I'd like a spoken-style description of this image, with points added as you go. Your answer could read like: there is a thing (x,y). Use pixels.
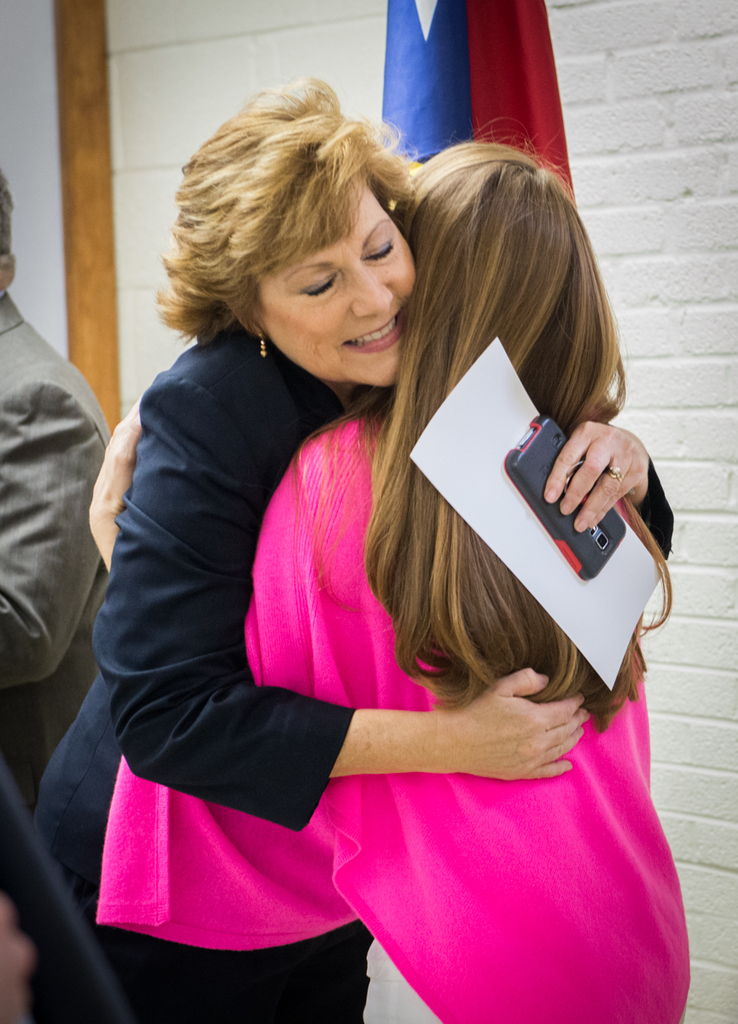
In the foreground of this picture (420,820), there are two women (387,749) hugging each other and in the background (70,367), there is a man (50,523), flag (434,46) and the wall (337,46).
